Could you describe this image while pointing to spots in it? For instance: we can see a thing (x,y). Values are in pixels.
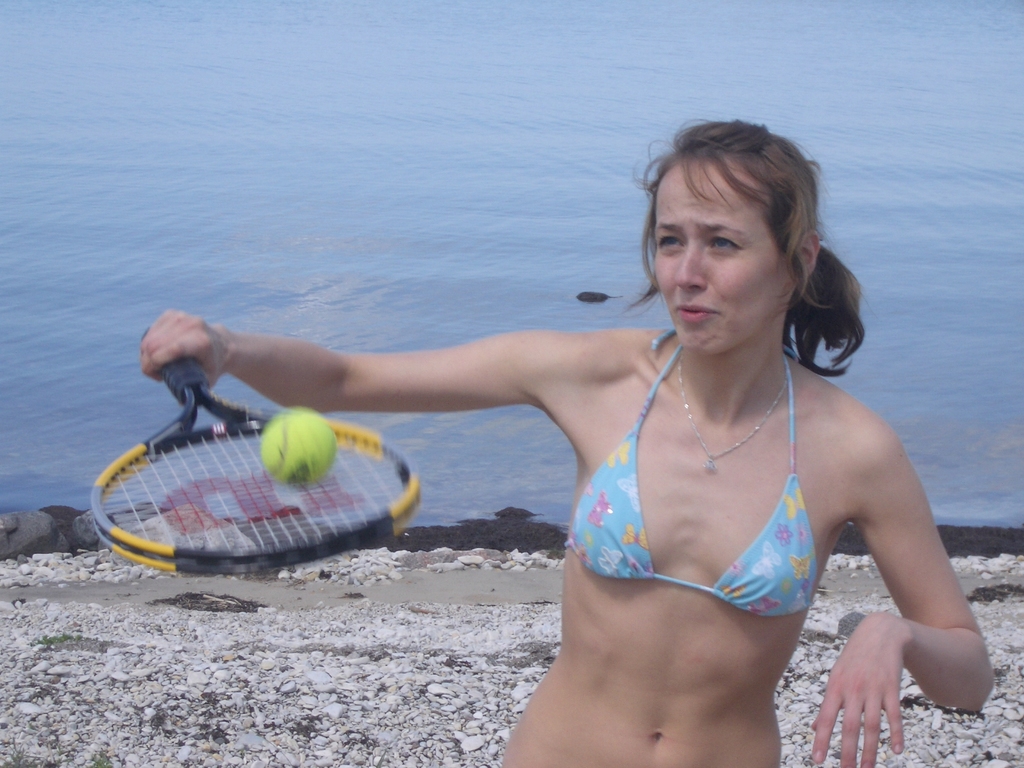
In this image i can see a woman (718,580) is standing and holding a bat (175,433) in her hand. Behind this woman (589,605) i can see there is a water (318,196).
